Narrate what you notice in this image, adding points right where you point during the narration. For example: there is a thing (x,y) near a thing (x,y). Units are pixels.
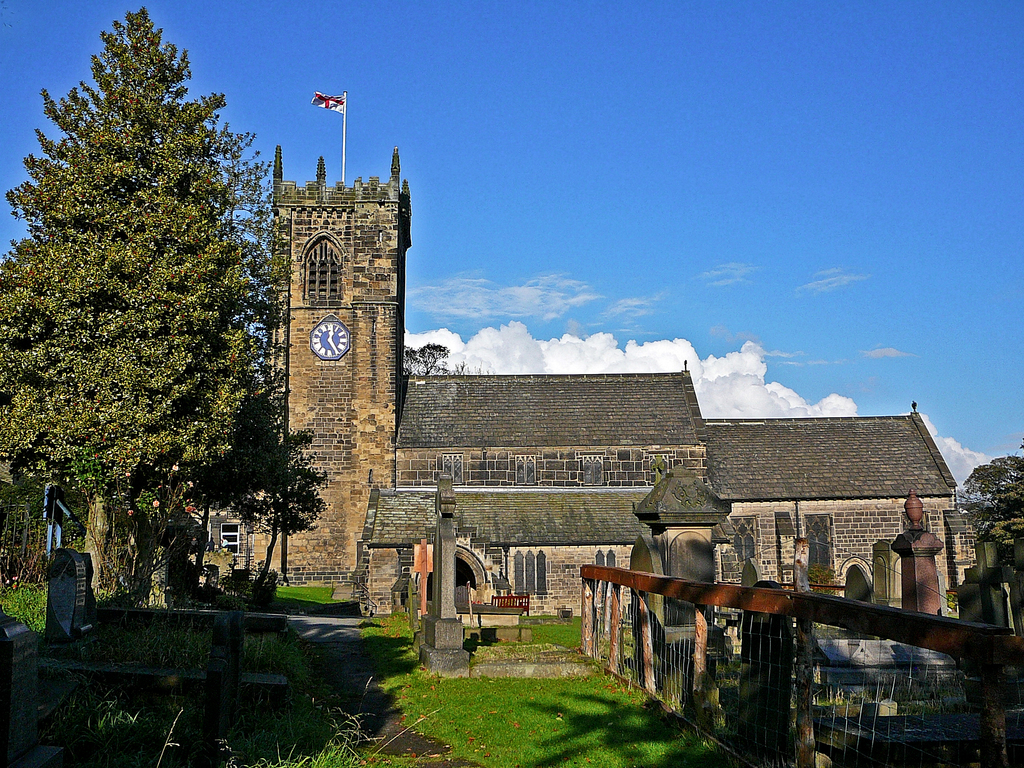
This is a building (365,499) with the windows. I can see a clock (328,342), which is attached to a building (361,343). This is a flag (340,100), which is at the top of a building (314,188). These are the trees (183,527). Here is the grass (109,743). This looks like a fence (784,603). I think this is a graveyard (471,626) with the graveyard stones (60,634). These are the clouds (555,348) in the sky (829,232).
